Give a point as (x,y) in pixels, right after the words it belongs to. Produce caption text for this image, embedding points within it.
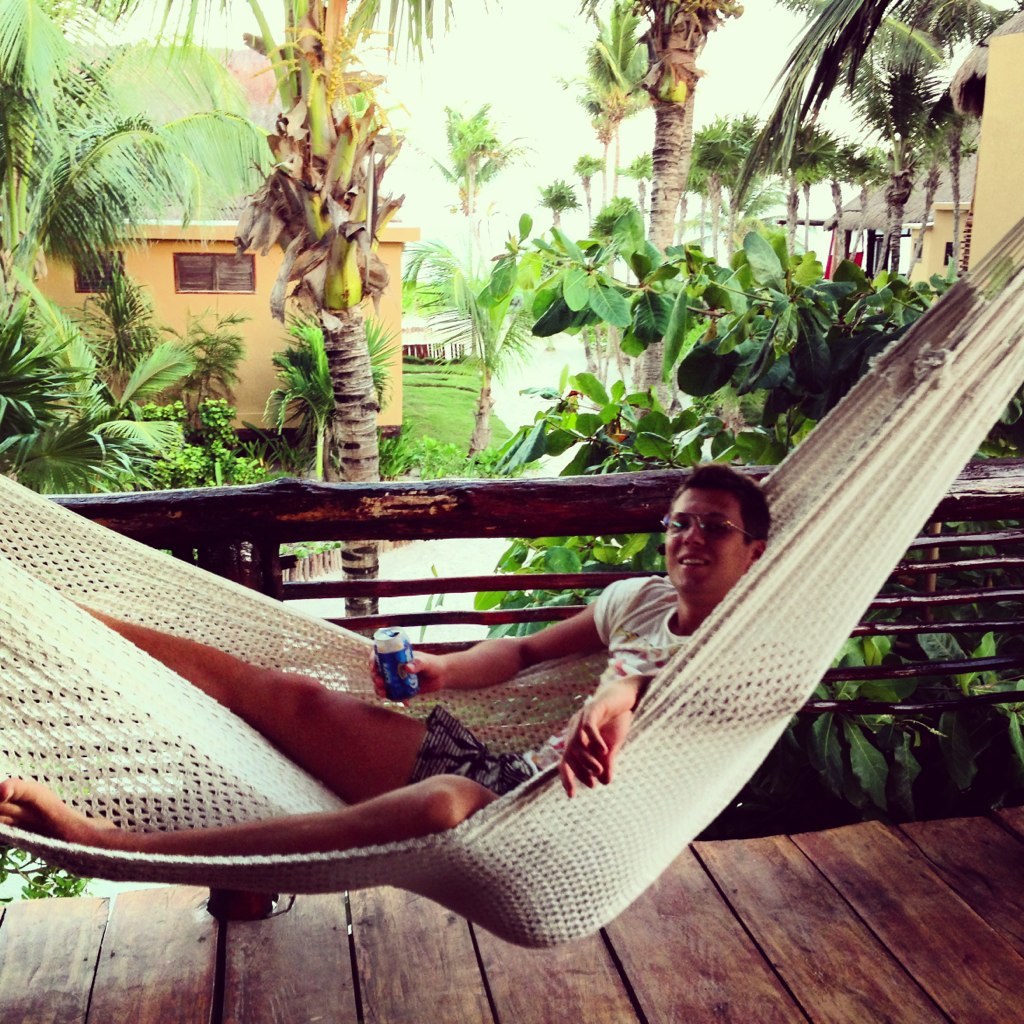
In this image in the front (347,683) there is a person (388,710) sitting on hammock (470,715) and smiling and holding an object (394,650) in his hand (415,662) which is blue in colour. In the center (392,540) there is a railing (413,506). In the background (160,268) there are trees (336,334), there are buildings (390,371) and there's grass (432,420) on the ground (440,379).
